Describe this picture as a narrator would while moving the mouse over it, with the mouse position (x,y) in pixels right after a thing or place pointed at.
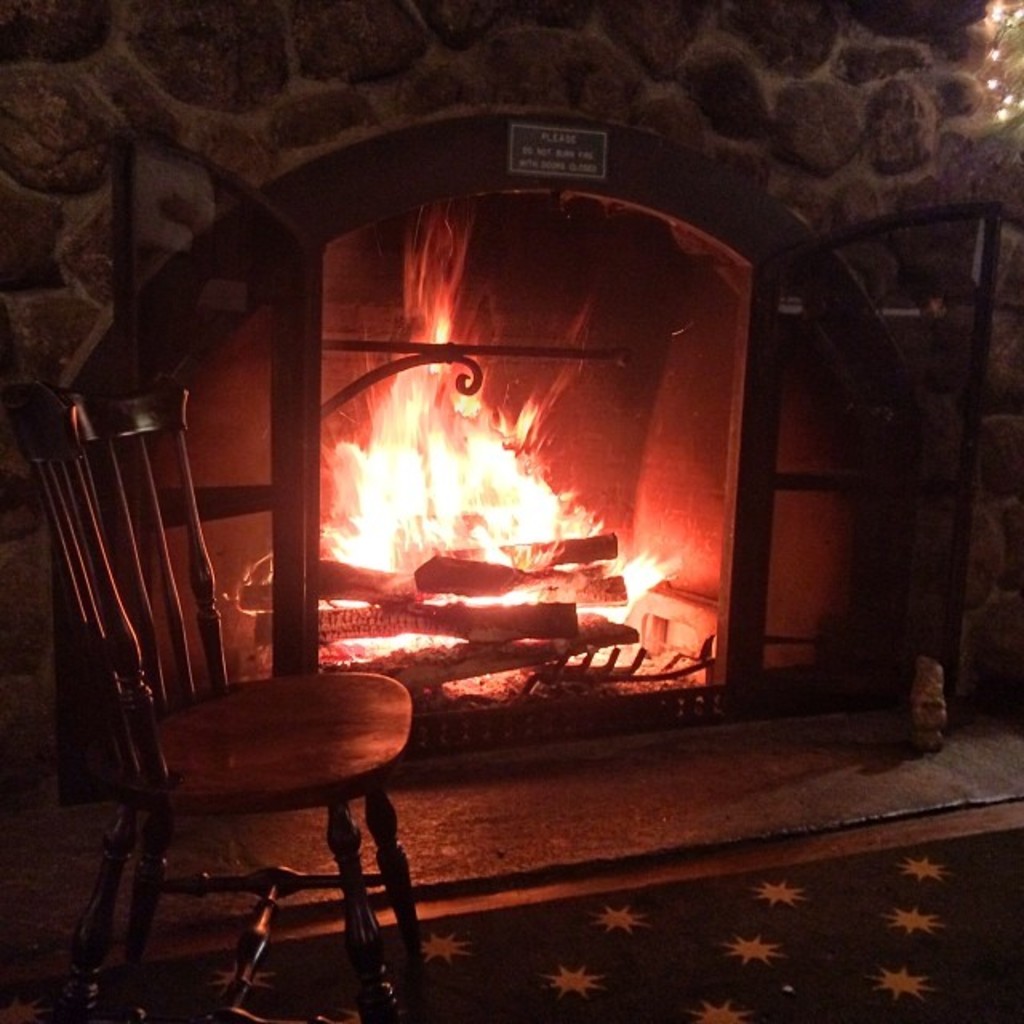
In this image we can see fireplace (554,393) with some wood (533,639) burning in it. In front of it there is a chair (88,412), and a mat (786,889), we can see a board (530,160) with some text (570,163) written on it.
